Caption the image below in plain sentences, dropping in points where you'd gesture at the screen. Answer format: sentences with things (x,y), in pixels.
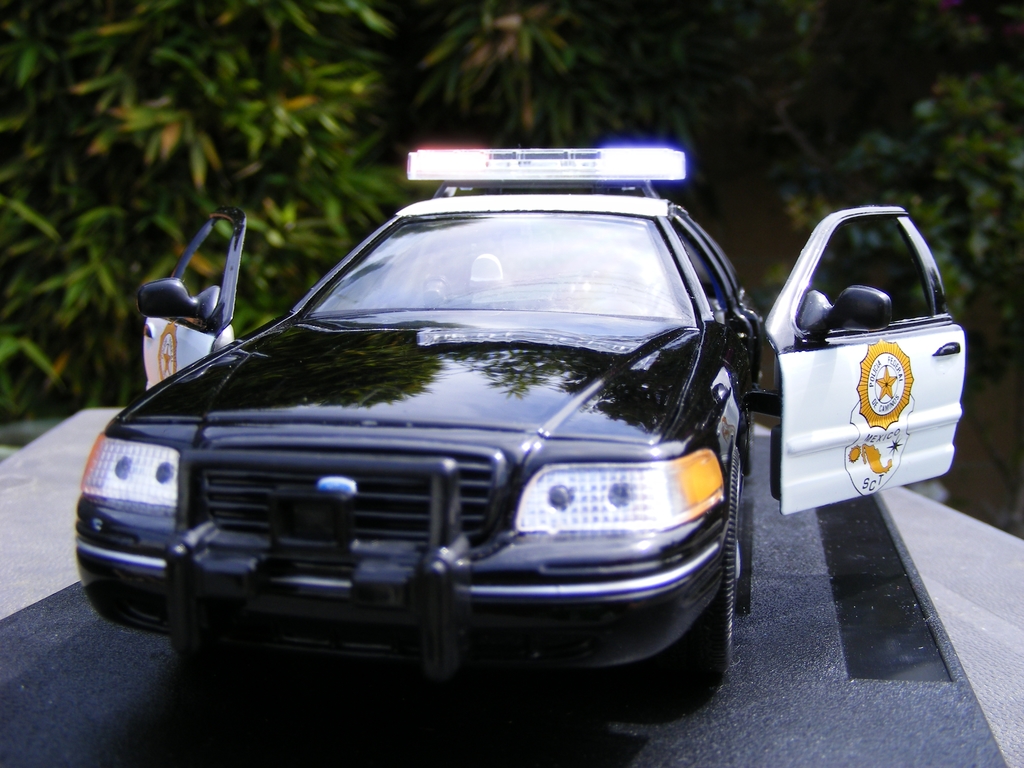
This picture is clicked outside. In the center (475,329) we can see a black color car (432,377) parked on the ground (747,701) and we can see the doors (941,383) of the car (587,347) is open. In the background (969,164) we can see the trees (670,143).
